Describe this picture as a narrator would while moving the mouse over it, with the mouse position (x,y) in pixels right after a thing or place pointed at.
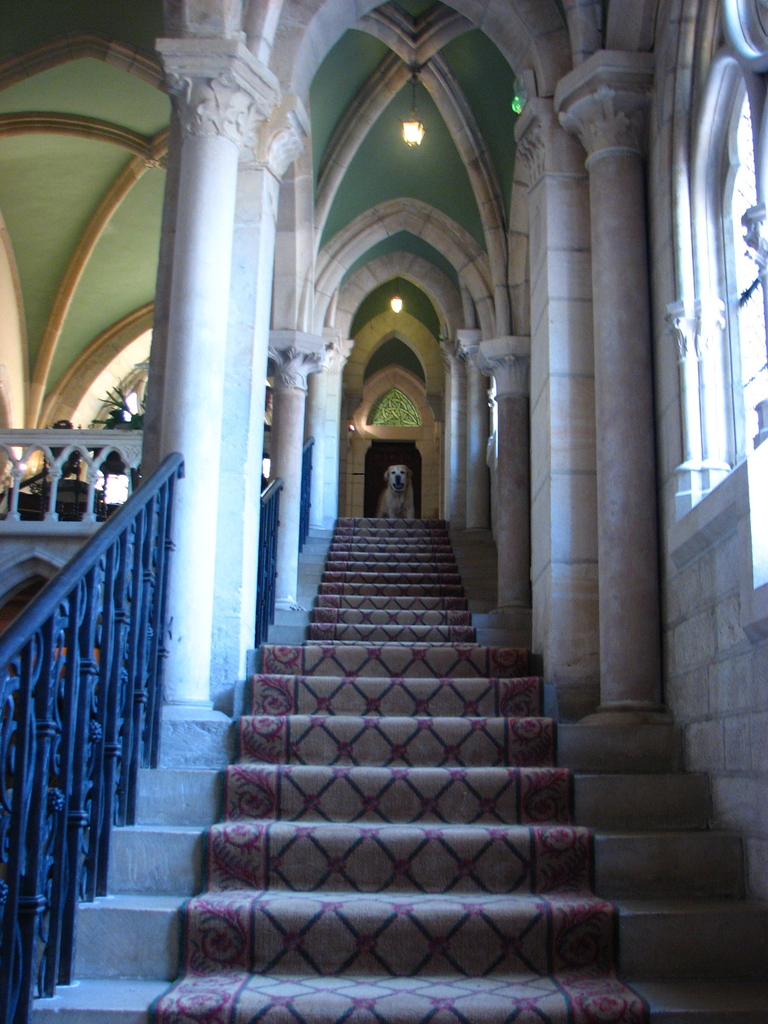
In this image in the center (375,621) there are some stairs (381,556) and one dog (401,501), and on the right side (552,475) and left side (231,432) there are pillars (219,428), window (712,412) and railing (140,462). And in the background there are some plants (122,426) and wall (489,331), at the top (359,61) there is ceiling (438,110) and lights (414,126).
